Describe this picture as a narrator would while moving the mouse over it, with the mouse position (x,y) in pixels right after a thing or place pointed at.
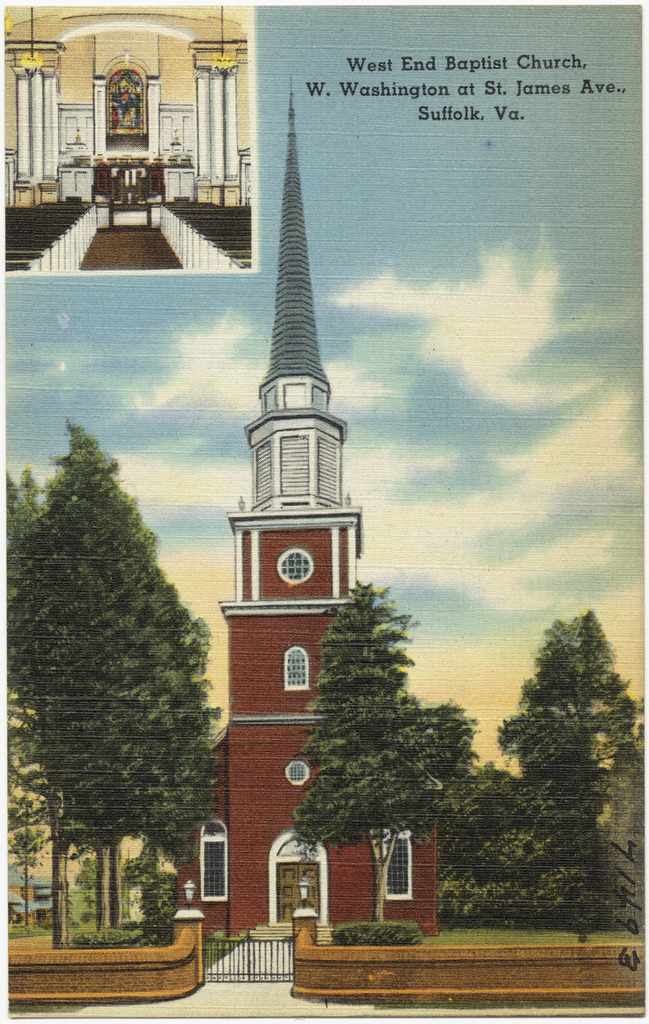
In this picture we can see the poster (275,316). In the center (294,650) there is a church (289,770), beside that we can see many trees (399,780). At the bottom (250,952) we can see the gate (288,938), lights (303,898) and wall (421,997). In the top right (573,95) there is a watermark (372,62). In the top left (65,76) we can see the inside view of the church (93,206). On the right (634,400) we can see the sky (555,341) and clouds (500,385).
